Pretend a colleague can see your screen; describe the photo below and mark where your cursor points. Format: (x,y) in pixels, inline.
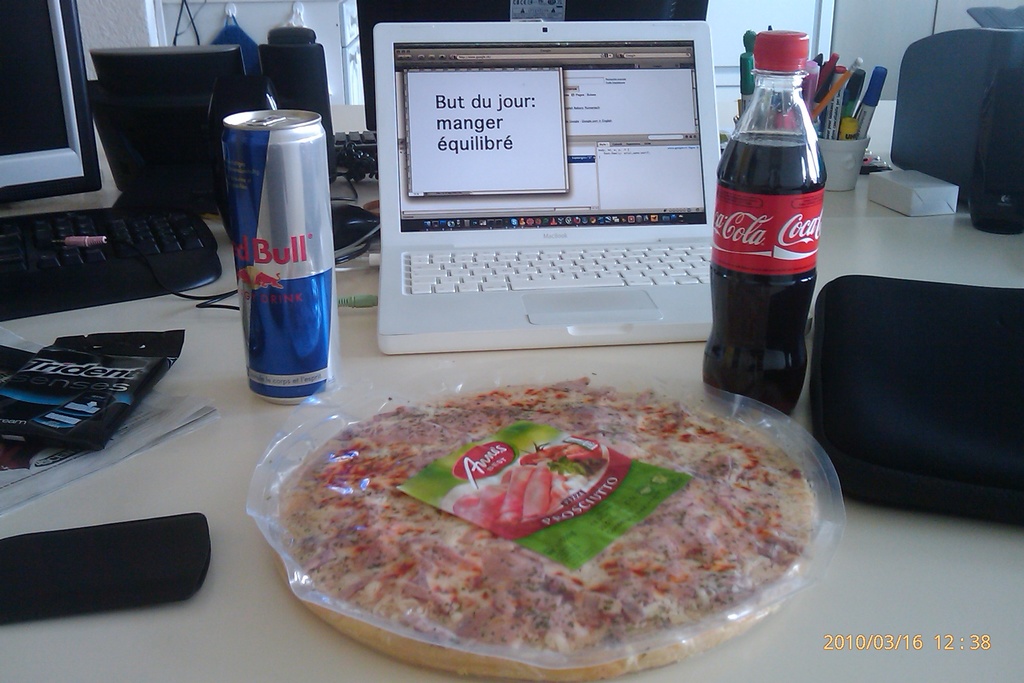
In this image, we can see a laptop (424,182), a monitor (105,146) and keyboards (174,241), a tin (279,232), bottle (784,187) and some markers (822,96) and some other objects (174,149) and there is a food item (521,490) on the table (113,626). At the bottom (873,635), there is some text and in the background (132,9), there is a wall (868,35).
